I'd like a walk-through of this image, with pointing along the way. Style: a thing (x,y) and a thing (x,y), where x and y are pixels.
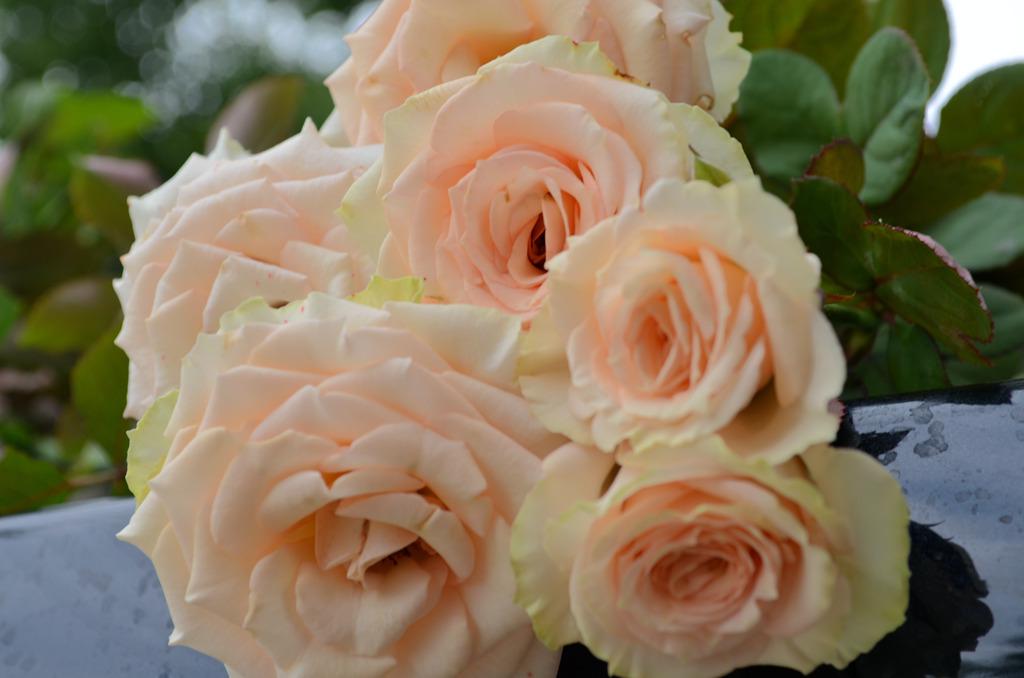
In this image I can see flowering plants (491,370) in a garden (260,349). This image is taken may be during a day.
